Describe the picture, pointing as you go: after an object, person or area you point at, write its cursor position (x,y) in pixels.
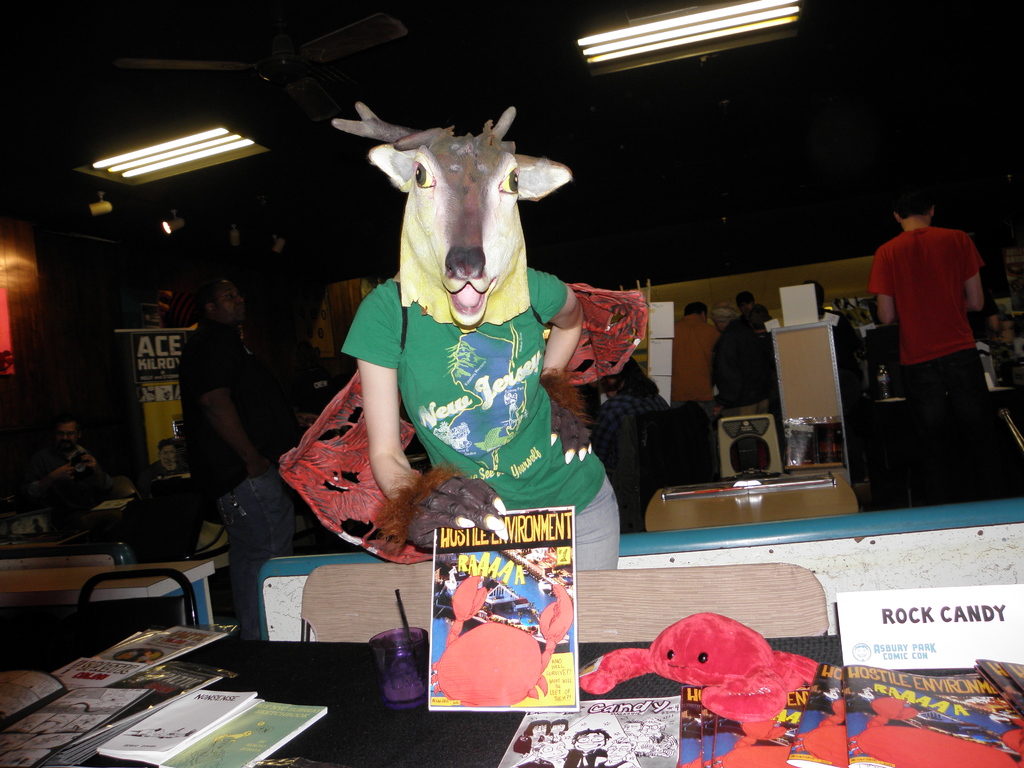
In this image there is a table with so many books (515,615) and behind that there is a person (578,505) standing with animal mask (428,255) on face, behind them there are so many things (30,514) and also there so many people (903,364) standing and other things (144,487).
